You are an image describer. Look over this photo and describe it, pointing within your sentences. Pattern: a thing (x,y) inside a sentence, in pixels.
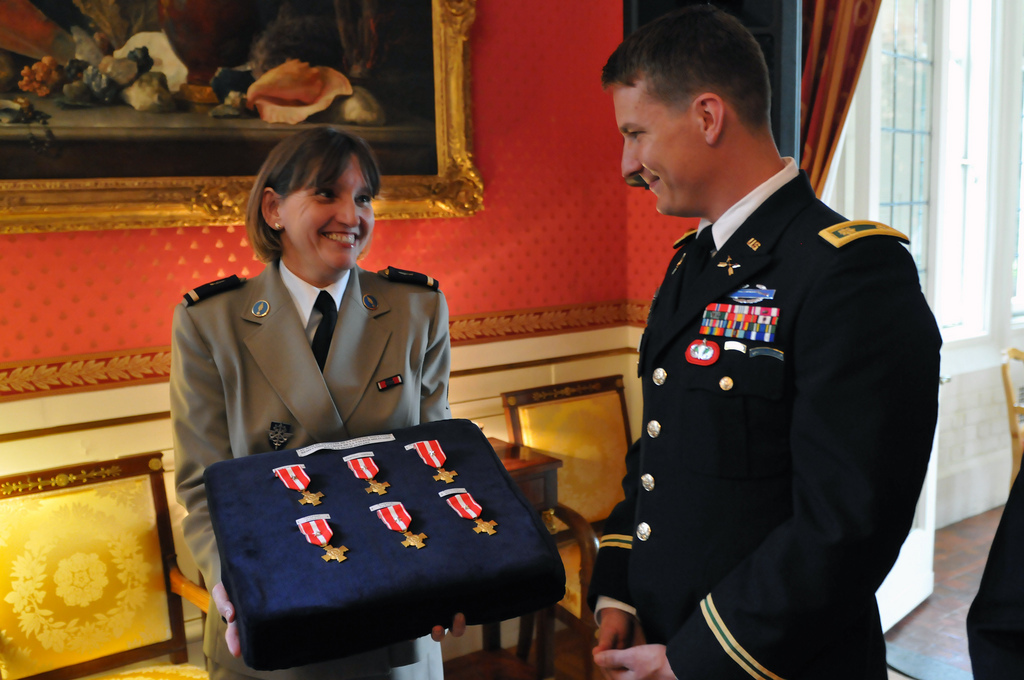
In the picture I can see a man (702,346) wearing black color uniform (772,581) is standing on the right side of the image (794,438) and a woman (202,516) wearing uniform (221,377) is holding some object (416,535) and smiling. In the background (593,442), I can see chairs (75,491), a photo frame (459,182) on the wall (519,77), curtains (852,26) and the glass windows (893,149).
